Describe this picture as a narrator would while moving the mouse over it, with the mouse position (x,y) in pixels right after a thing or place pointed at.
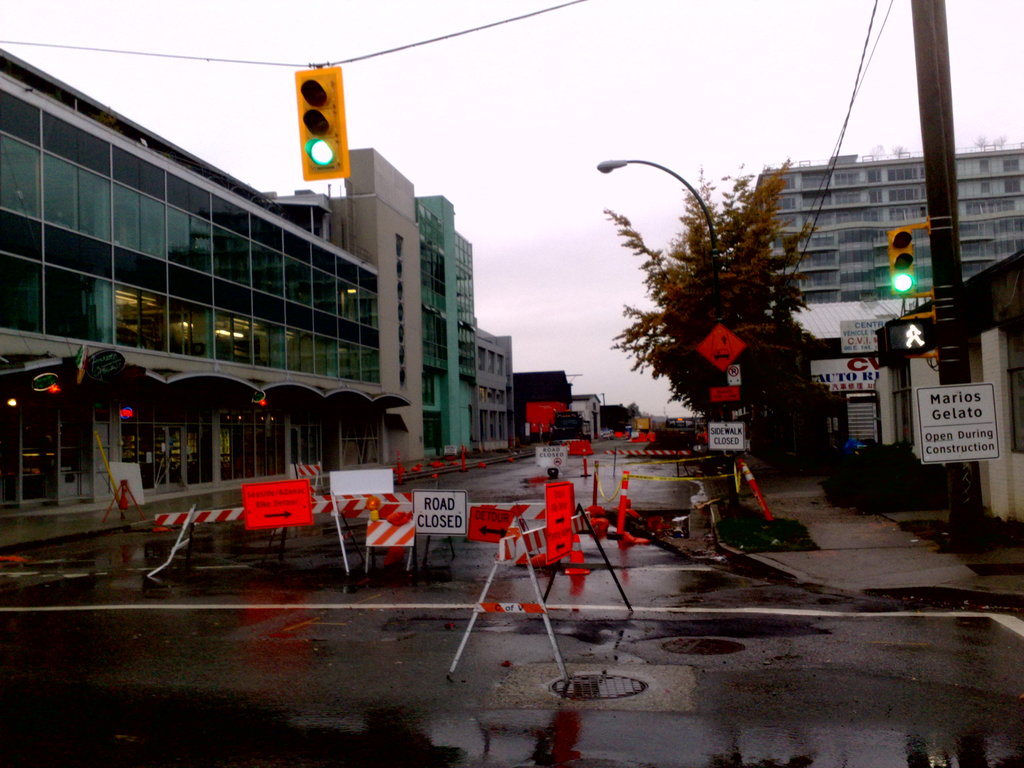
In this image there are buildings (962,233) on the either side of the road (890,617), also there is a traffic lights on the rope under that there are some caution ropes (346,495) and other things (685,454).
